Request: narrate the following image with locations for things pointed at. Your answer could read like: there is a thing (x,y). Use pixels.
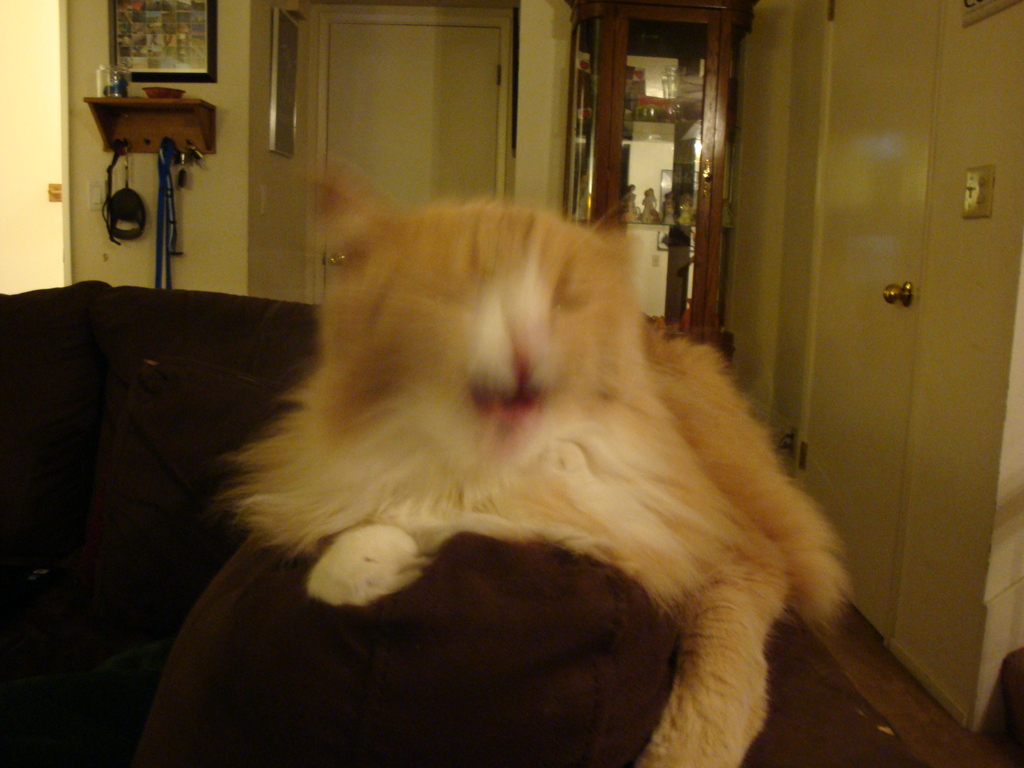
In the middle of the image (473,400) we can see a cat (446,489) on the sofa (492,621), in the background (171,101) we can see few bottles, doors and frames (189,69) on the wall (191,167), and also we can see few things (196,148) in the racks (662,166).
